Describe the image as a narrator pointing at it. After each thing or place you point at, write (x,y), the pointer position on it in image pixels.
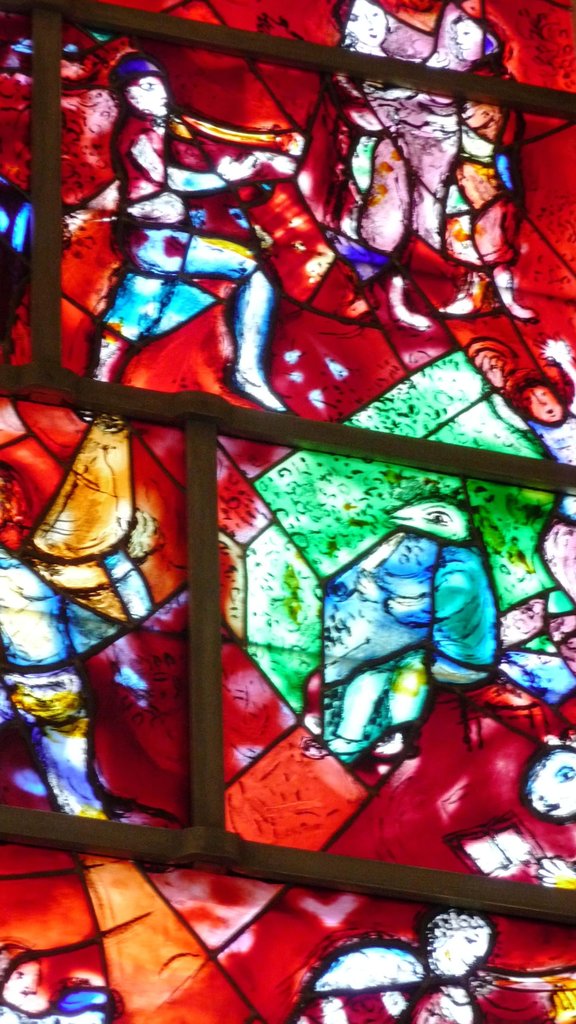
In the foreground of this picture (295,64) we can see some objects (184,856) and in the background (366,98) we can see the stained glass (428,378) and the pictures (451,682) of the persons (450,650) and some objects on the stained glass (402,338).
